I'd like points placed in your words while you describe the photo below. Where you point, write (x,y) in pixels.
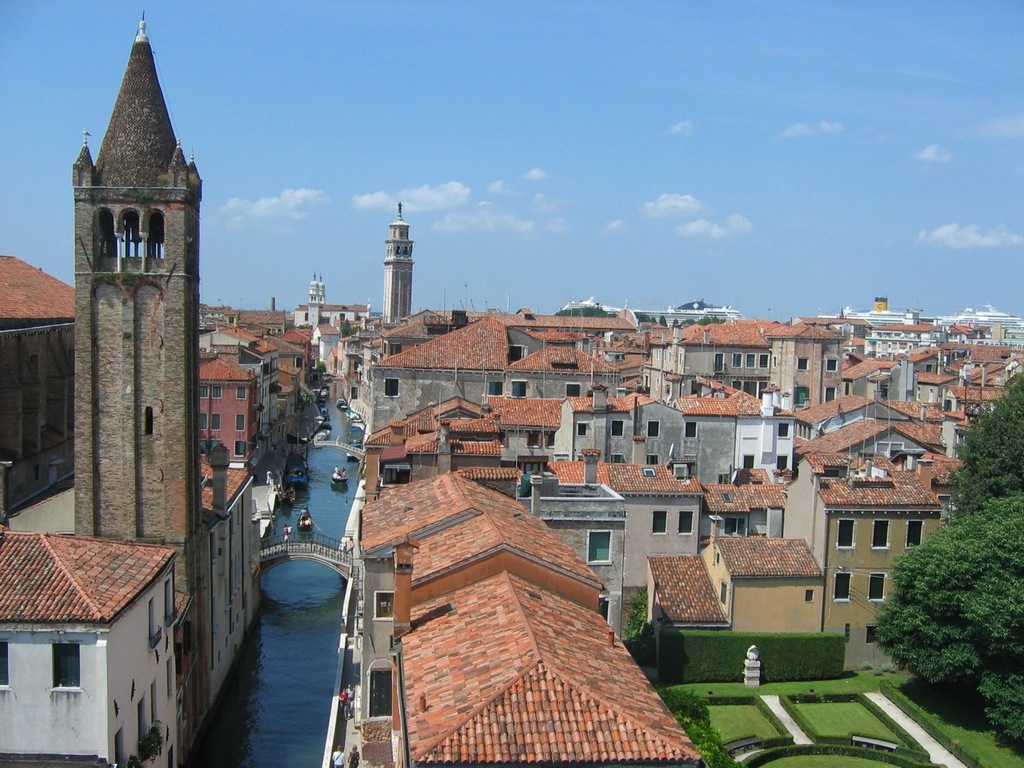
In this image we can see few buildings (423,452), there is water (294,656) between the buildings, there are bridges (330,558), boats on the water (297,674), and there are few people (347,710) on the road (352,637) near the building (364,643), there are few trees (887,613) and grass (809,687) on the right side of the image (896,667) and the sky (607,170) with clouds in the background (419,192).
